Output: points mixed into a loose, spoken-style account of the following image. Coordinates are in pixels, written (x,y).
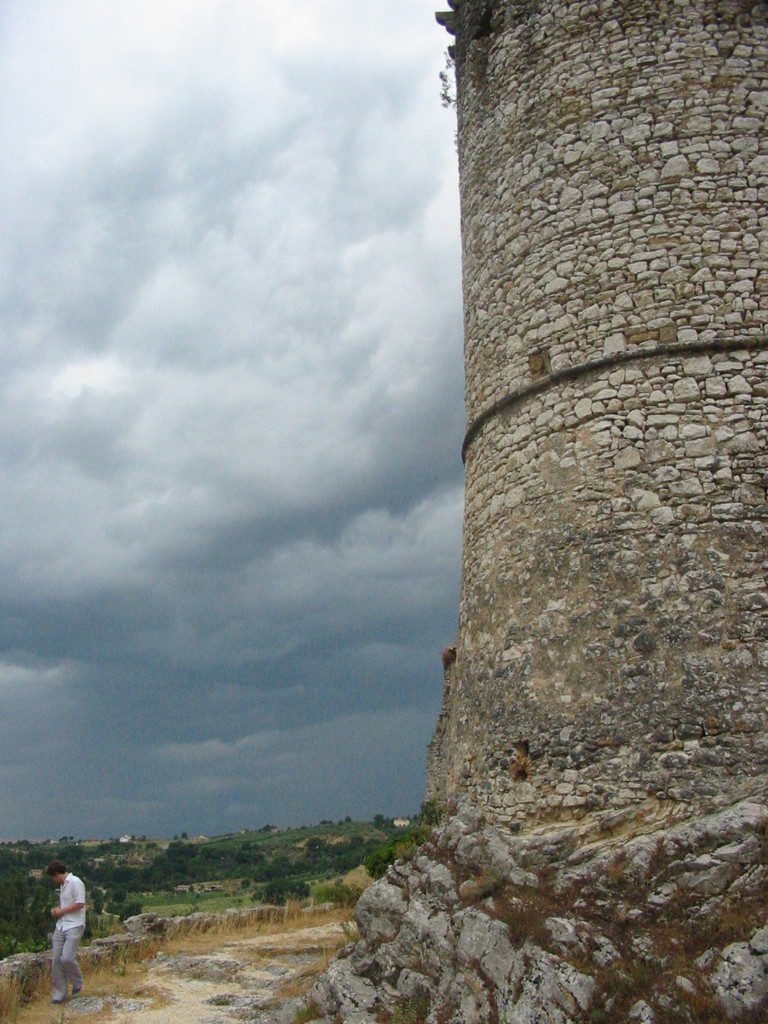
In this image I can see the ground (214,988), a person (73,921) standing, some grass (284,916) and few huge structures (527,353) which are made up of rocks (597,364). In the background (278,841) I can see few trees (144,873), few buildings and the sky (180,514).
